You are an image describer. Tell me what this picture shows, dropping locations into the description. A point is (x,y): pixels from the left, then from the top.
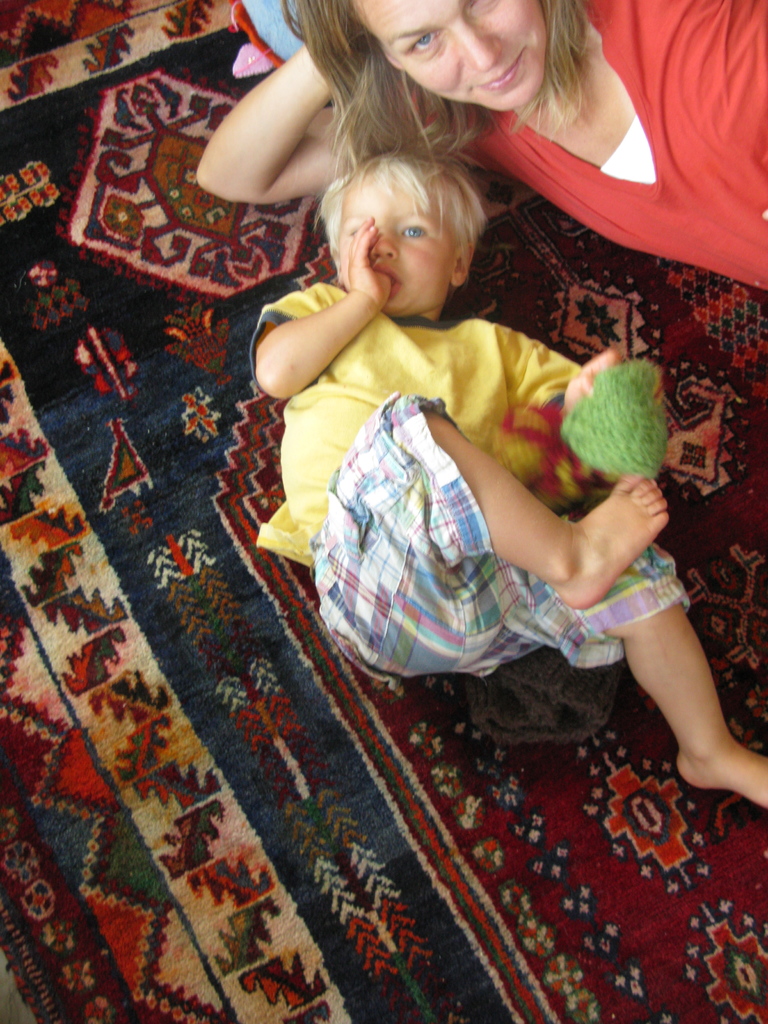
In this image we can see a woman (580,185) and a boy (390,378) holding an object (612,410) in his hand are laying on the surface (469,746).
